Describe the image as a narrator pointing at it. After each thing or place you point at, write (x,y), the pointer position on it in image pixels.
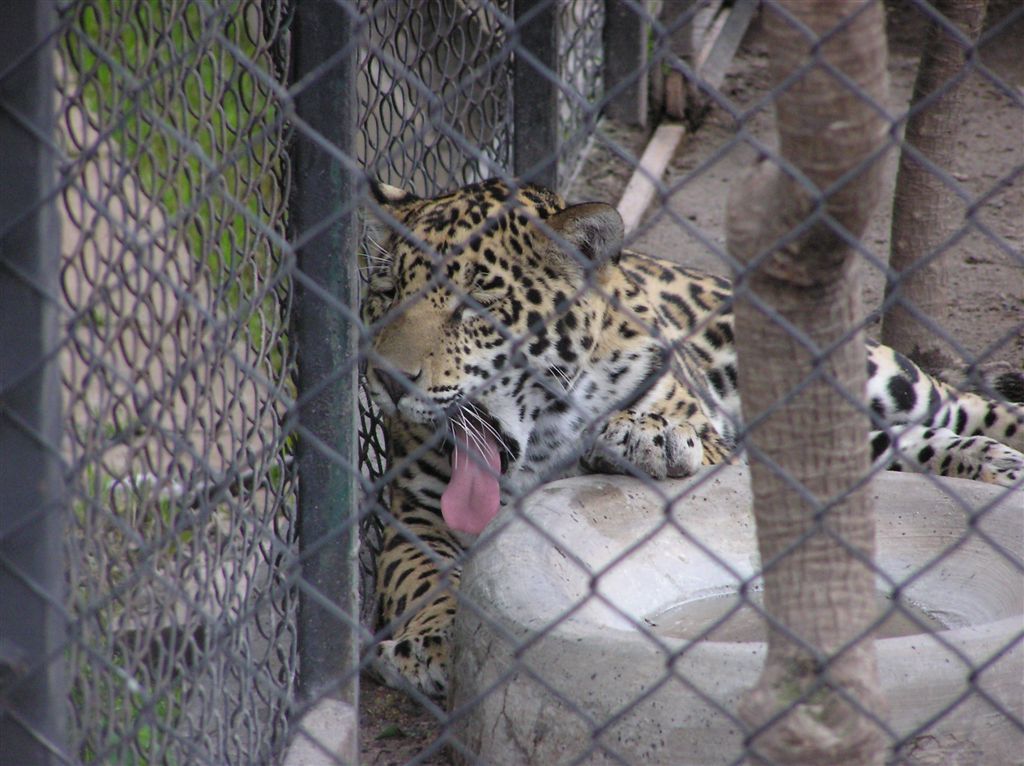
In front of the image there is mesh (870,626). Behind the mesh (522,363) there is a big cat (562,339) on the ground (938,364) and also there is an object (997,538) with water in it. There are tree trunks (835,685). Beside the big cat (463,325) there is mesh (134,537).
